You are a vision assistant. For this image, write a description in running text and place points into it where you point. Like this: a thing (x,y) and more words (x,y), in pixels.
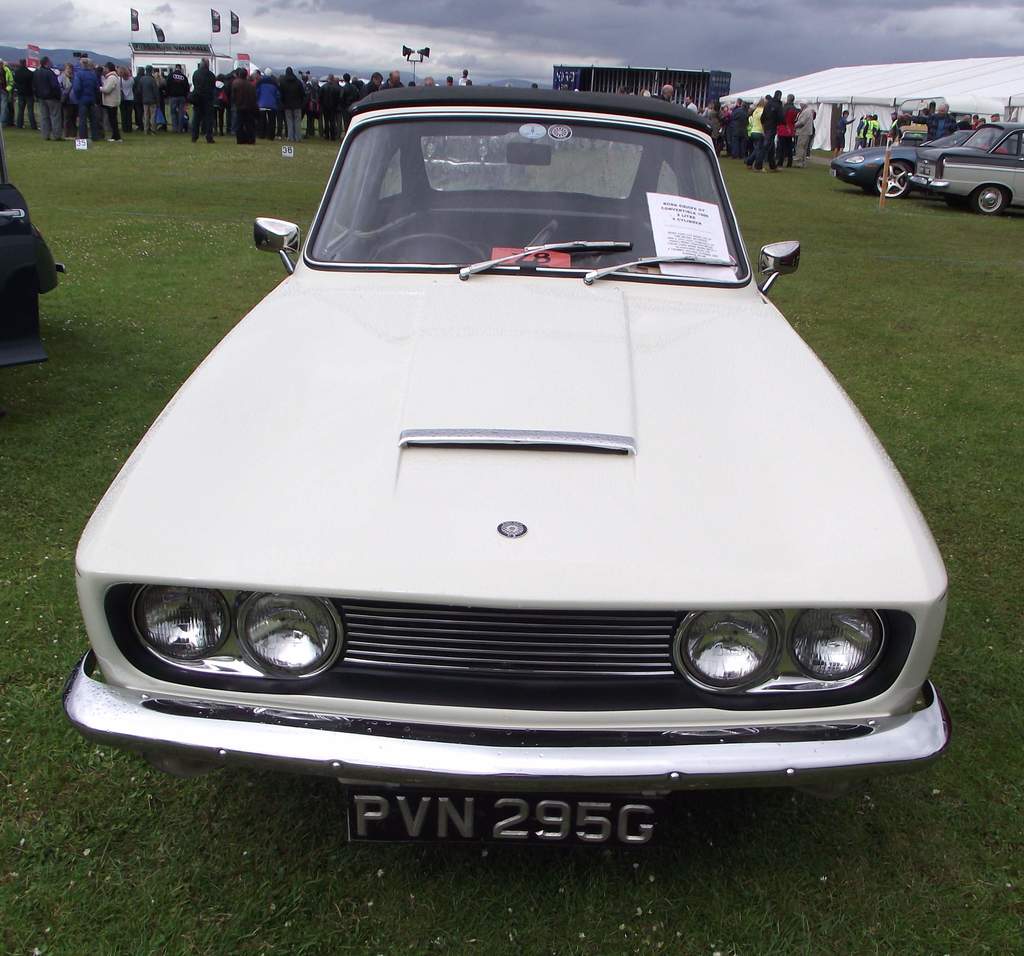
In the picture I can see vehicles (611,465) on the ground (48,575) among them the vehicle (501,533) in the front of the image (483,556) is white in color. In the background (123,19) I can see people (275,126), flags (217,26), the sky (537,19) and some other objects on the ground (1015,333). Here I can see the grass (926,370).
